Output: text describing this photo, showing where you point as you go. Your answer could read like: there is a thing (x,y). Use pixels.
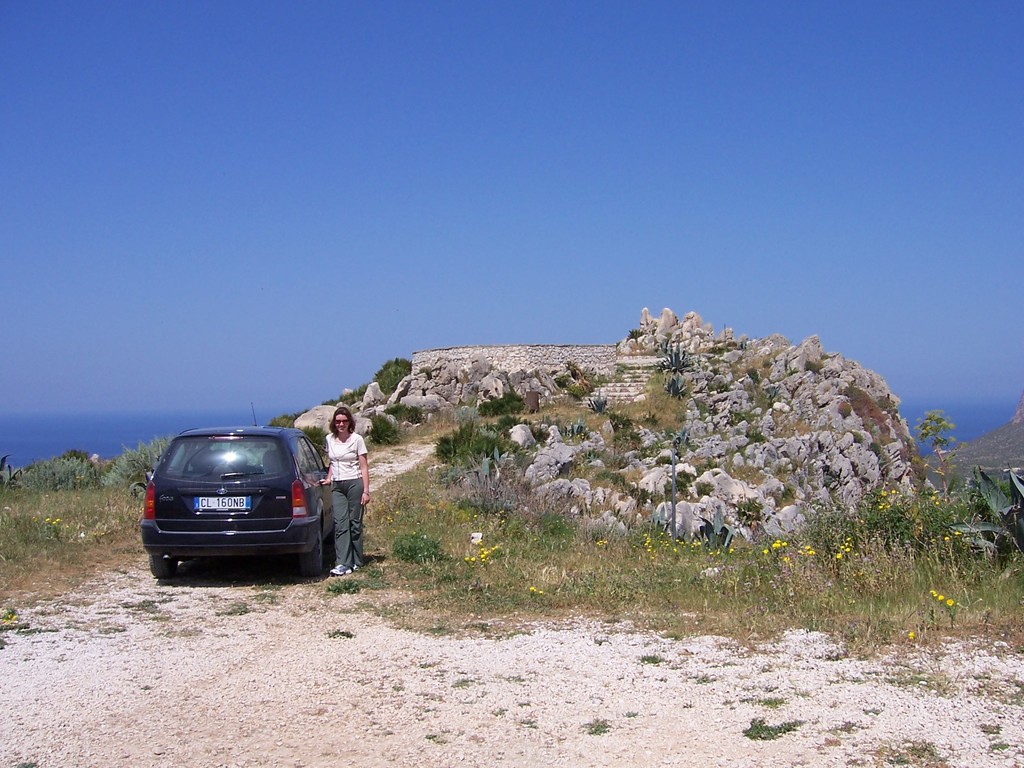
In this image a person (347,442) is standing beside the car (227,487). At the background (380,417) there are rocks (715,389), trees (629,422) and sky (380,261).
